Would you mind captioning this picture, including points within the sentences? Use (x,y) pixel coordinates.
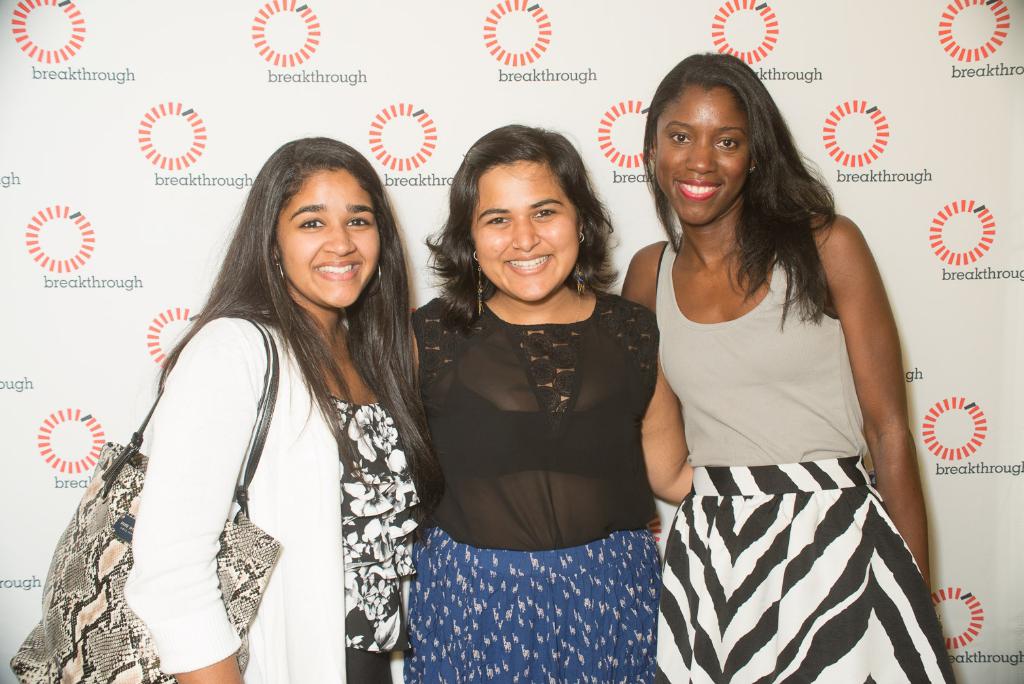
In this image we can see three ladies (574,417) standing. Lady (331,432) on the left side (54,637) is having a bag (138,624). In the back (315,110) there is a wall (878,110) with something written. Also there are logos (208,173).
